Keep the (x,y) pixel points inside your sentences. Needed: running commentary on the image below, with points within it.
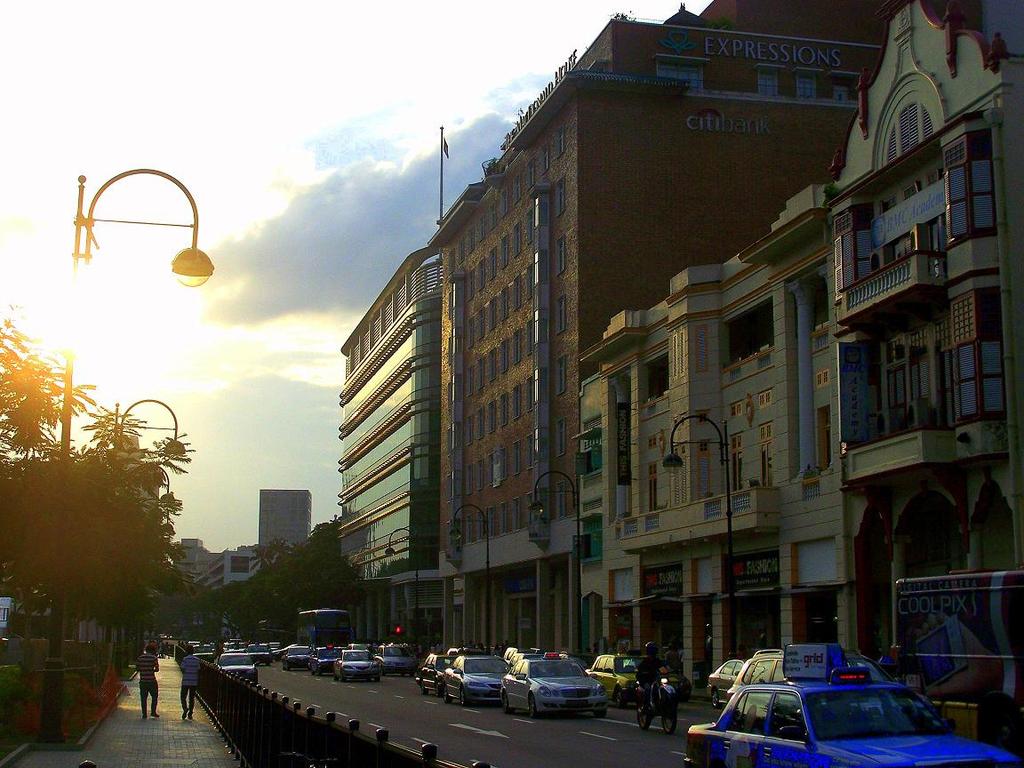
On the left (96,614) there are trees (59,521), streetlight (58,698), railing (278,732), people (186,697), footpath (194,733) and sun (79,303). In the center of the picture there are cars (252,653) moving on the road (308,701). On the right (829,273) there are buildings (477,419). In the center of the background (297,561) there are trees (273,584) and buildings (374,318). At the top (367,148) there is sky (319,223).
